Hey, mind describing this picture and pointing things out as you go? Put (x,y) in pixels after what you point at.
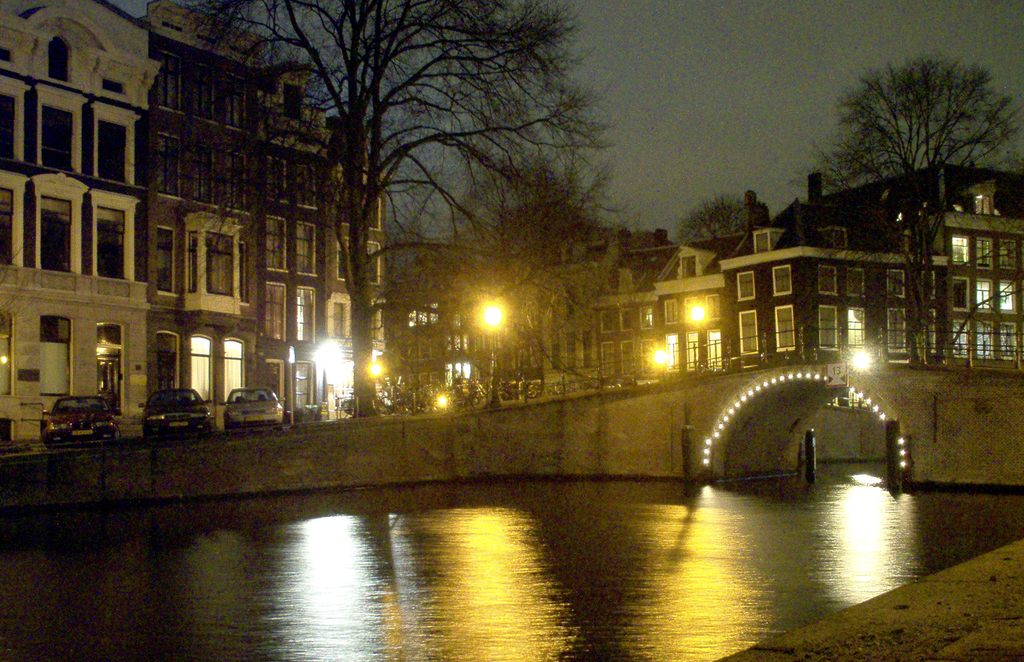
At the bottom of the picture (356,573), we see water (356,573) and this water (430,583) might be in the canal (674,533). In the middle of the picture (678,433), we see an arch bridge (777,427) which is decorated with the lights (715,437). On the left side (119,305), we see the buildings (182,214) and the cars (95,415) parked on the road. There are trees (486,264), street lights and buildings (619,267) in the background (823,230). At the top (737,70), we see the sky (809,24).
